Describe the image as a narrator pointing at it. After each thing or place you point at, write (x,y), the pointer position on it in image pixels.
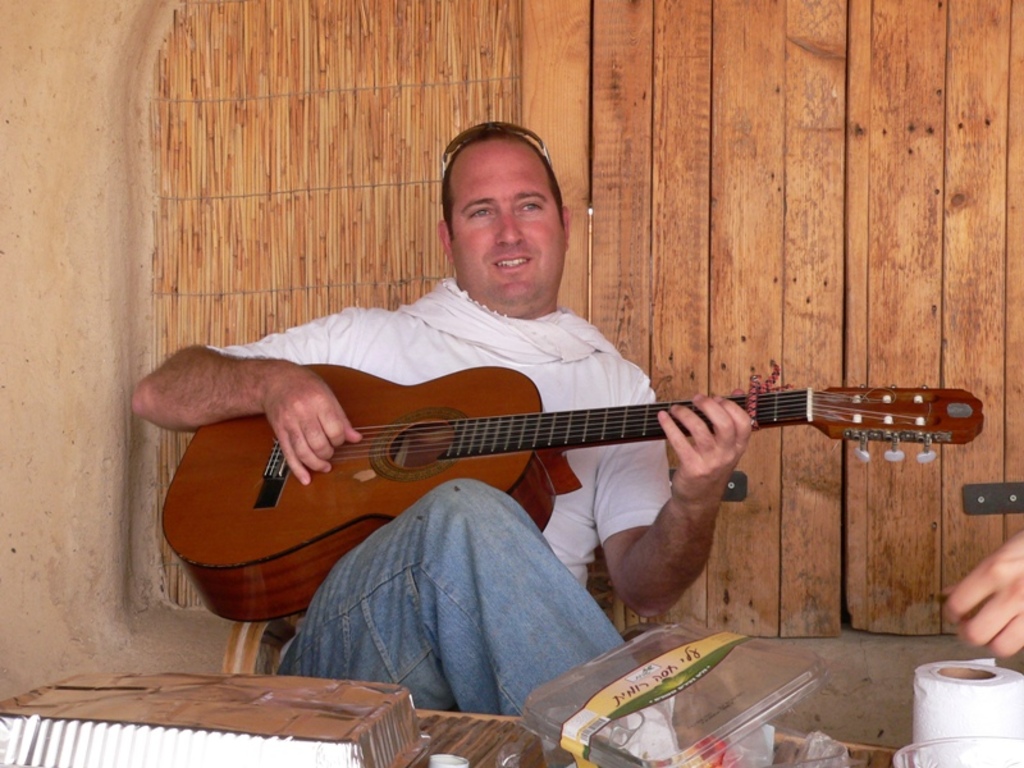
In this image I see a man (550,152) who is sitting on a chair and he is holding a guitar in his hands (293,381), I can also see he is smiling and there is a table (430,749) in front of him on which there is a box (297,761), toilet paper (1008,732) and other things (839,766). In the background (143,593) I see the wall (51,405).
